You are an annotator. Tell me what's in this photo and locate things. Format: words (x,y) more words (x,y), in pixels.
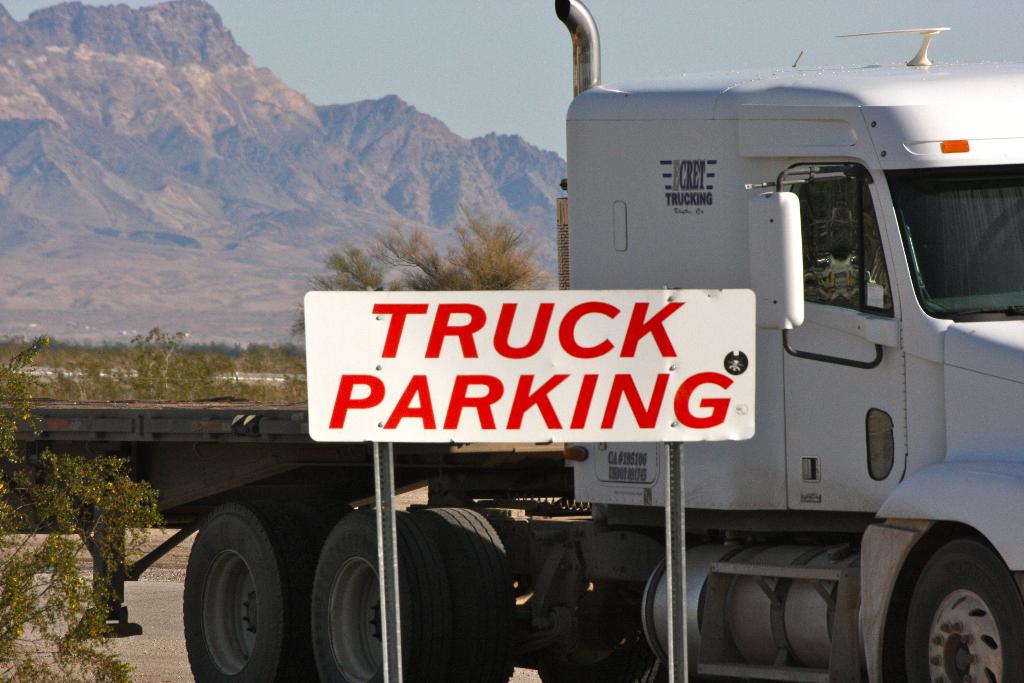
This picture is clicked outside. In the center (368,326) we can see the text (511,422) on a white color board (705,365) and we can see the metal rods (391,562) and a truck (813,330) and we can see the plants (136,481) and trees (375,247). In the background (384,52) we can see the sky (434,47) and the hills (272,185).
